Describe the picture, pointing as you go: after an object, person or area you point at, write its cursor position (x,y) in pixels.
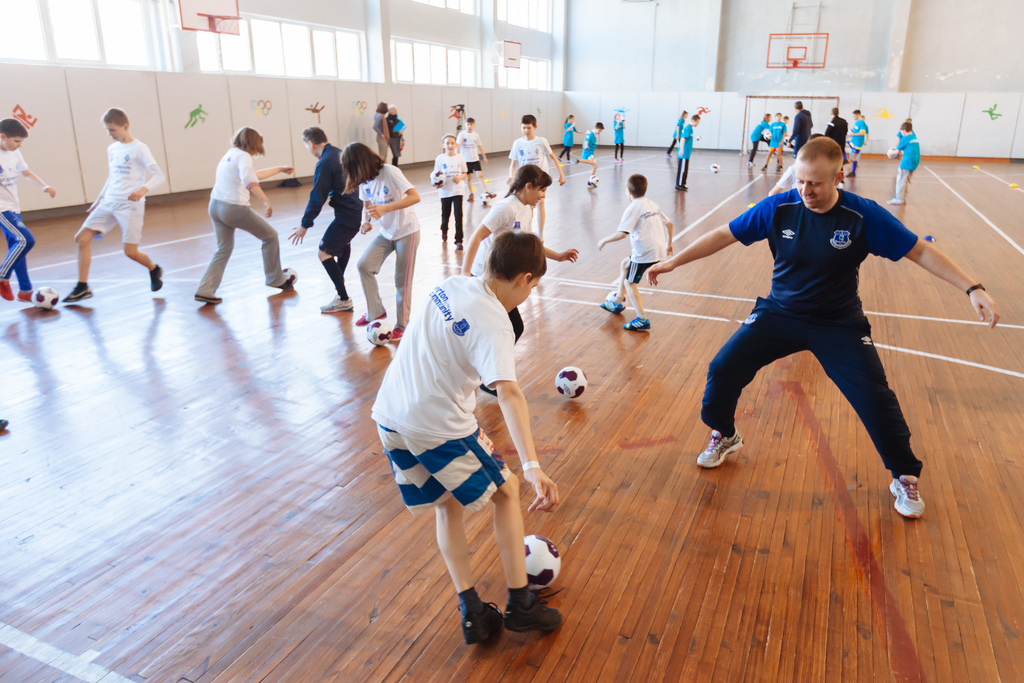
In this image there are walls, windows (83,54), people (685,114), wooden floor (49,672), balls (536,576), three basketball hoops (782,62) and objects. Few people (807,115) are playing with balls (528,563).
